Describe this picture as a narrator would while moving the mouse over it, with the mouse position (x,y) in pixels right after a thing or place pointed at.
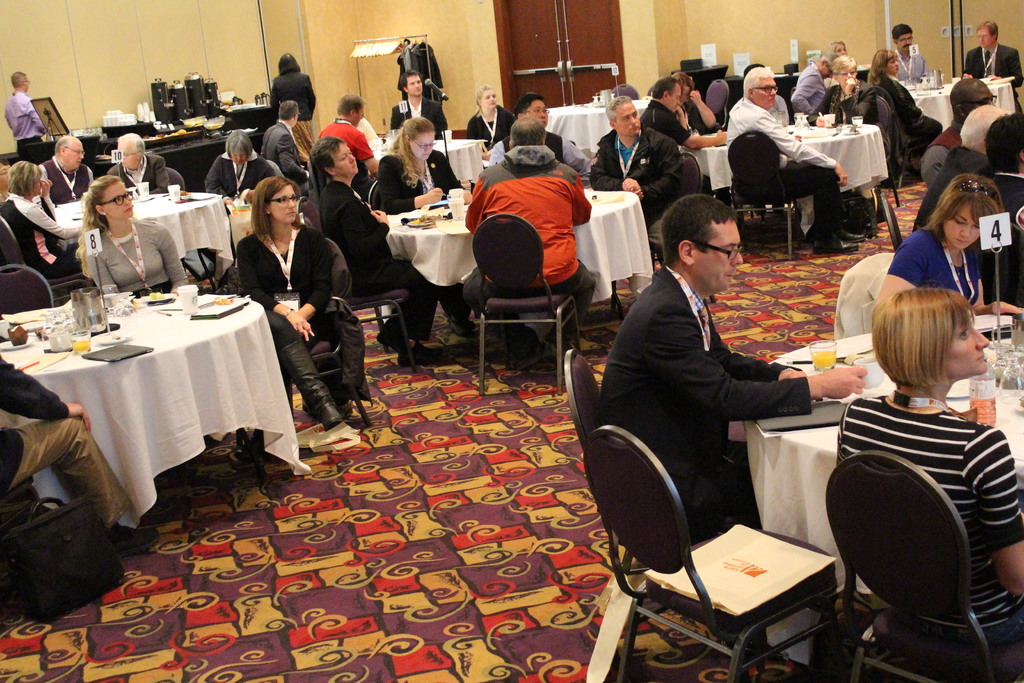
It is a room (674,225) a conference room (644,238) there are few food items (198,119) on the table (179,345), there are lot of people (250,266) sitting around different tables (588,233) and on the table (227,376) there are some glasses (80,346) and plates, in the background (517,19) there is a door (529,31) and a cream color wall (314,32).
